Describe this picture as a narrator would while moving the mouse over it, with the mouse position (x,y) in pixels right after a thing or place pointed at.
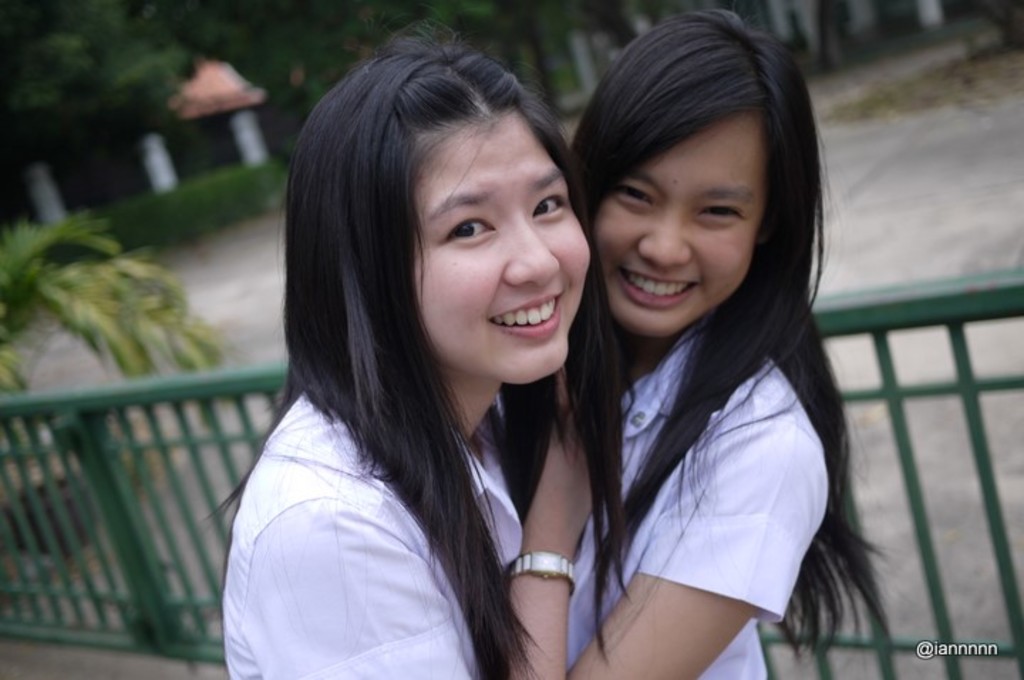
In this picture, we see two girls (450,337) are standing. They are smiling and they are posing for the photo. Behind them, we see the railing (117,491) in green color. On the left side (141,303), we see a tree (123,335). There are trees (193,64) and a building (208,113) in the background (207,96).
